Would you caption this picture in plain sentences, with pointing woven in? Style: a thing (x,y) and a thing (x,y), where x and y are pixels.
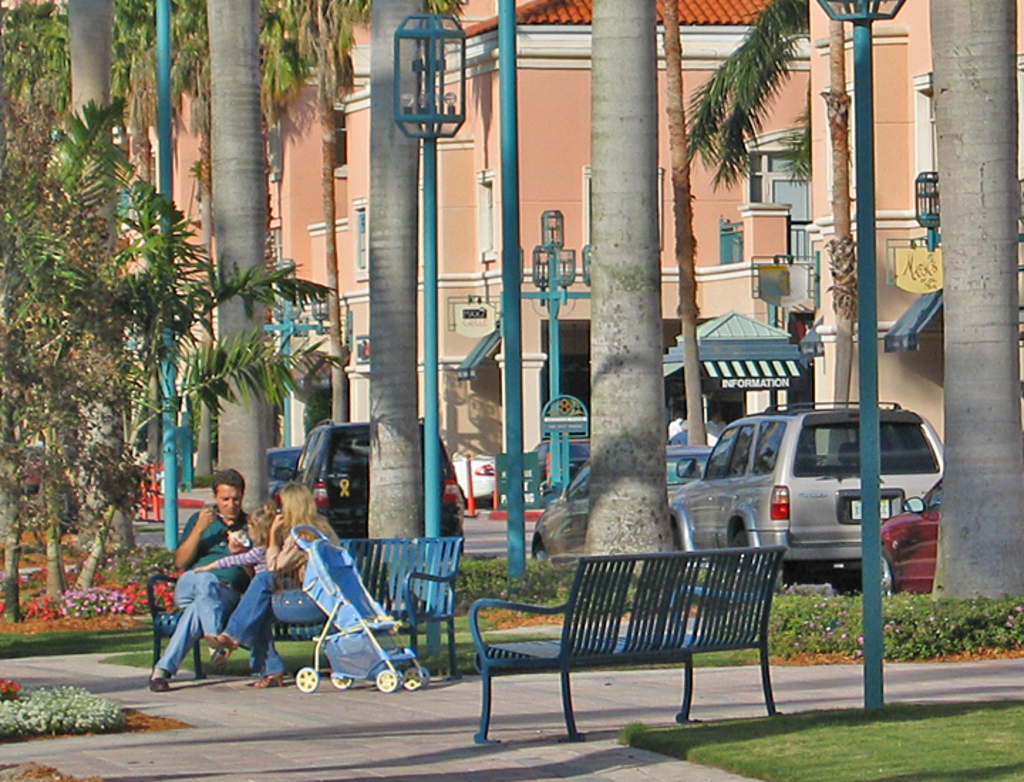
In this image I can see few buildings (705,313), trees (607,326), windows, light-poles (430,455), shed (676,339), traffic poles (467,465), benches (390,590), vehicles (464,485), trolley (370,635), colorful flowers (18,687) and few people (265,592) are sitting on the bench (400,616).
